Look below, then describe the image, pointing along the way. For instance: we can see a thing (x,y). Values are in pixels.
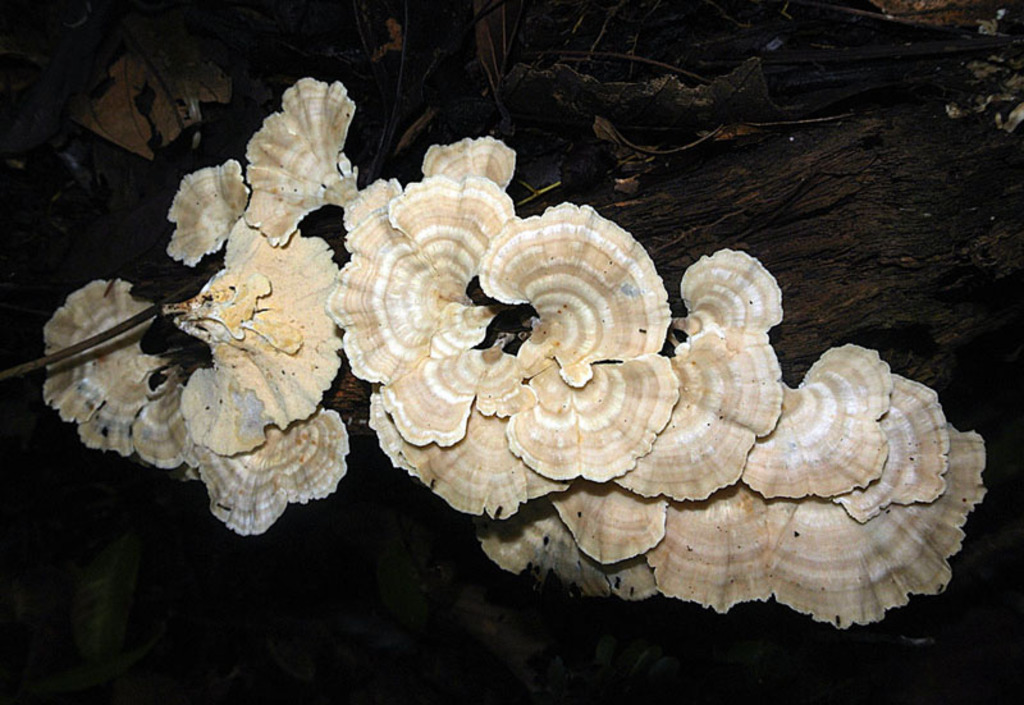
Here we can see fungus (503,399) on a tree (757,190). In the background (124,116) we can see leaves (191,110) and the image is not clear.
